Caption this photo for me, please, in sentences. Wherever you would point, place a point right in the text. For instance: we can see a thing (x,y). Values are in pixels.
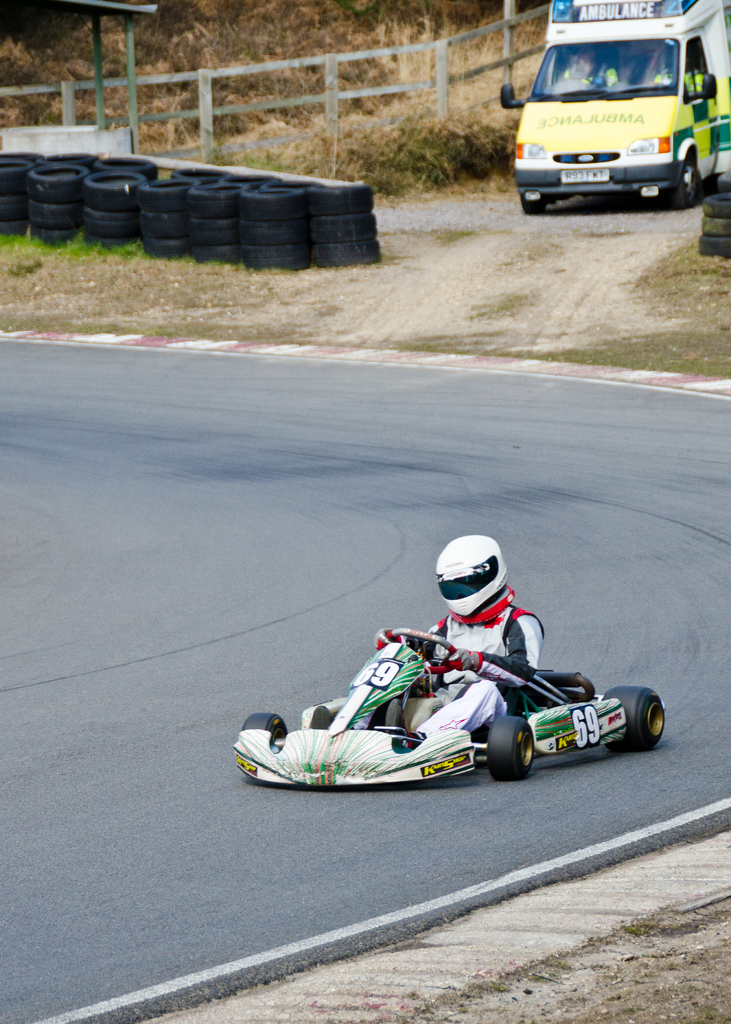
In this image I can see the road (211,494) and a person (490,615) wearing white colored helmet (465,604) and white colored dress (483,708) is riding a vehicle (382,693) which is white and black in color on the road (302,691). In the background (54,250) I can see some grass (44,250) on the ground (138,258), few black colored tires (176,220), a vehicle (604,135) which is yellow and white in color, the railing (424,50) and few plants (385,62).
